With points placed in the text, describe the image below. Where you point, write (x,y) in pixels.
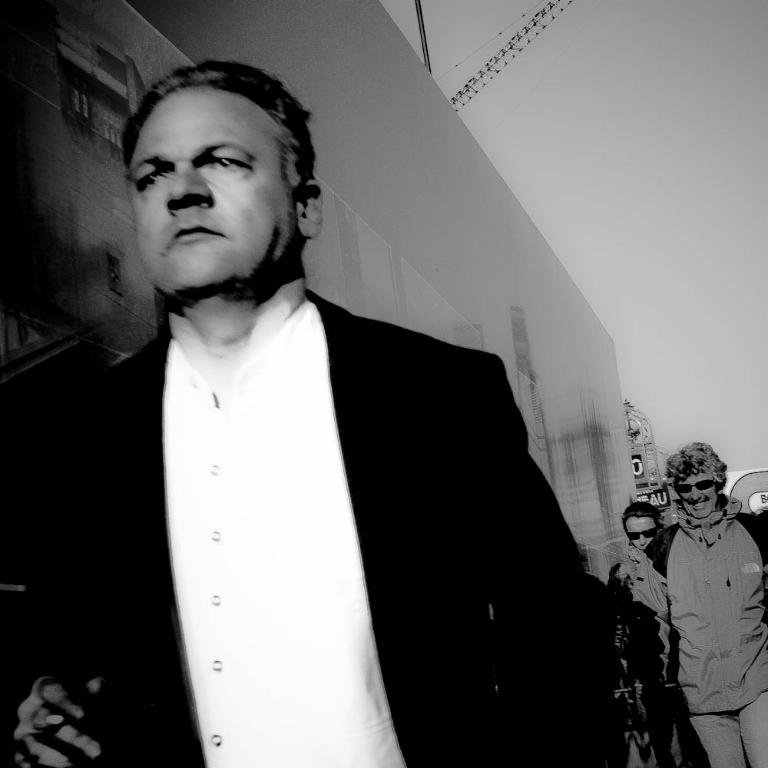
This is a black and white image. At the bottom (504,589), I can see few people (485,594). In the background (508,369) there is a wall (538,301). At the top of the image (603,155) I can see the sky (596,212).
